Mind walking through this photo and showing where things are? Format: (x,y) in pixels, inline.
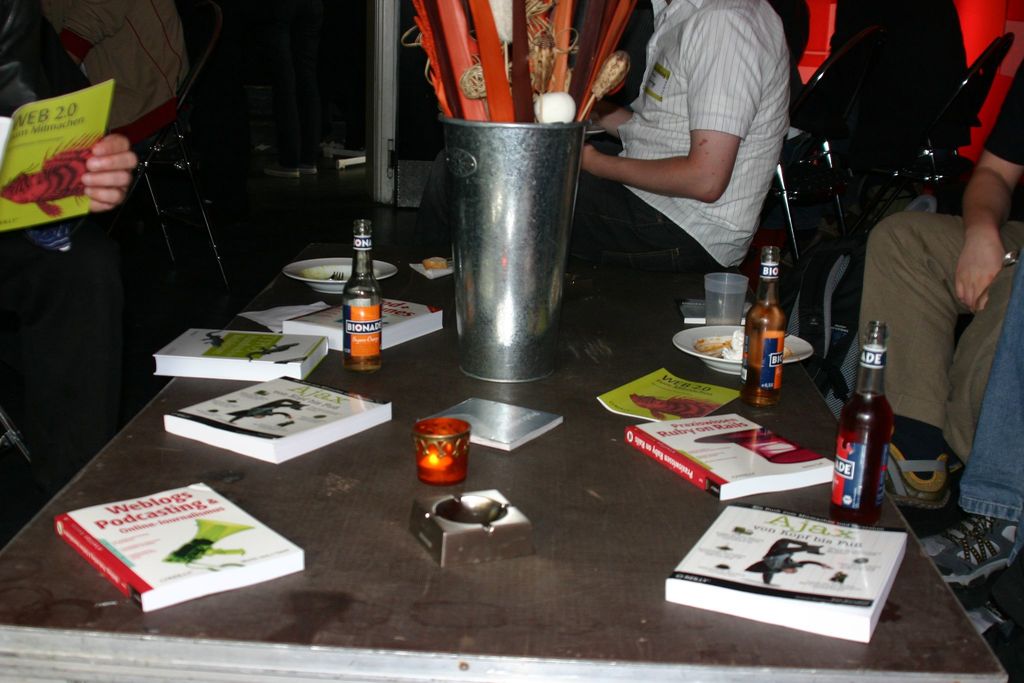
This image consists of a table (663,529) and on that table (199,382) there are so many books (681,465) and bottles (368,349). There are people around this table (196,396).
